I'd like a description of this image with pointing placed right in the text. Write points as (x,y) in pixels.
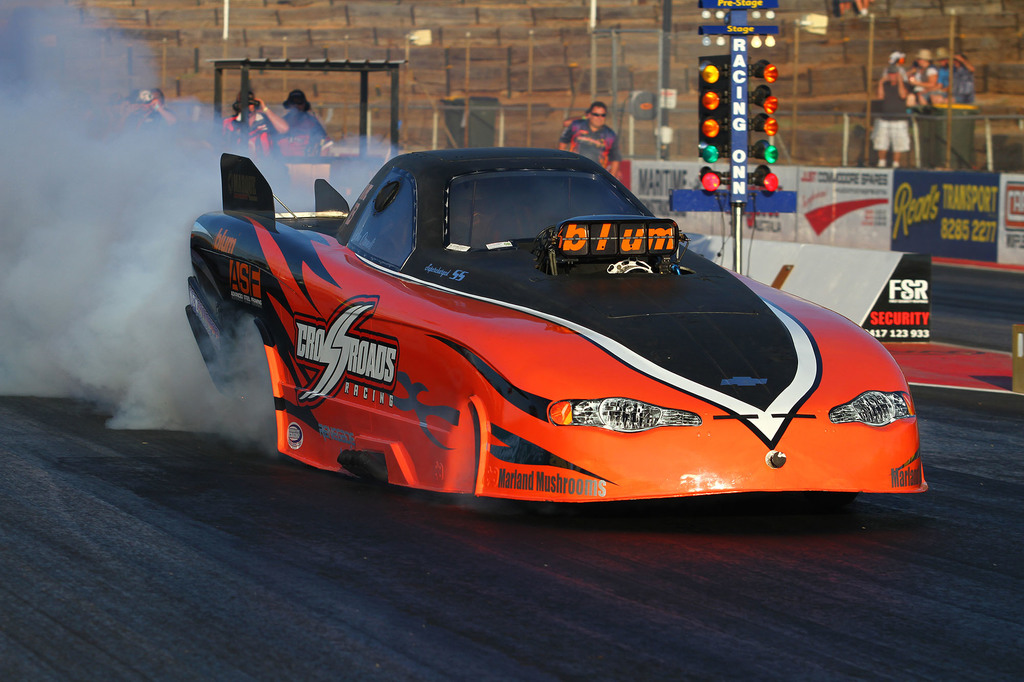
In this image there is a racing car (429,415) on the road (401,521). It is emitting the smoke (139,206). In the background (612,141) there are few people (585,129) standing near the hoarding (656,164). On the right side (736,152) there is a signal light (729,135). In the background (941,59) there are few people (911,76) sitting on the walls (877,76) and watching the car (583,274).
